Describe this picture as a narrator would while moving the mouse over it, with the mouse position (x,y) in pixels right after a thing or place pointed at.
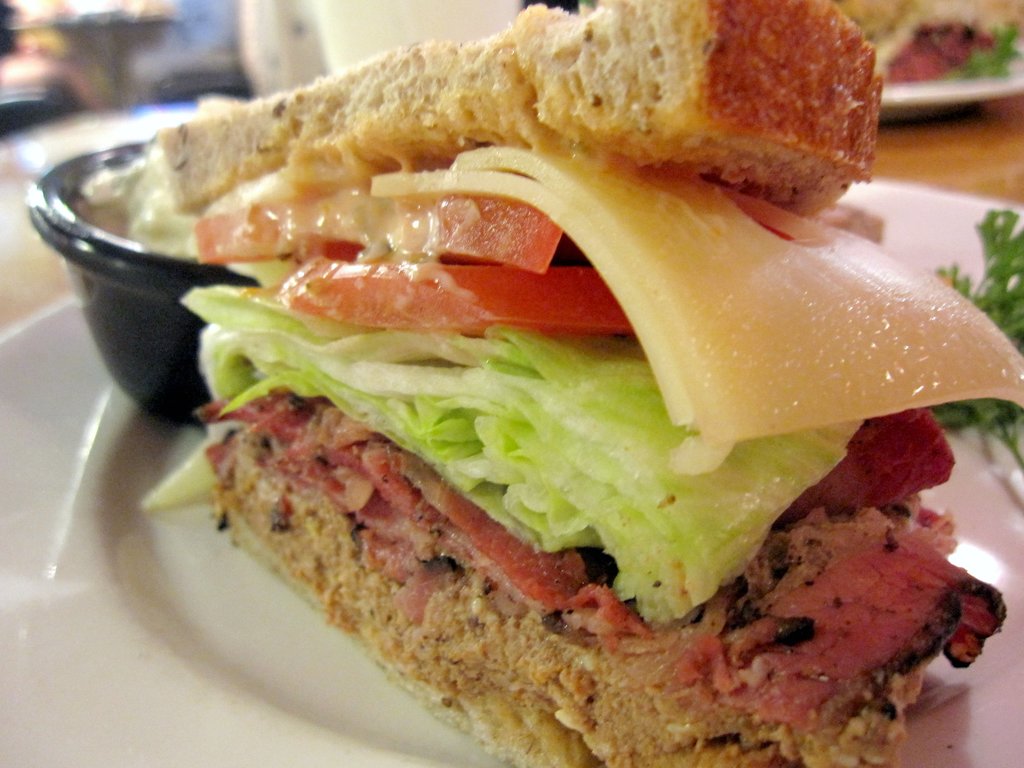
In this image, I can see a sandwich (487,580) and a bowl (114,309) on the plate (144,663). There is a blurred background (934,38).
